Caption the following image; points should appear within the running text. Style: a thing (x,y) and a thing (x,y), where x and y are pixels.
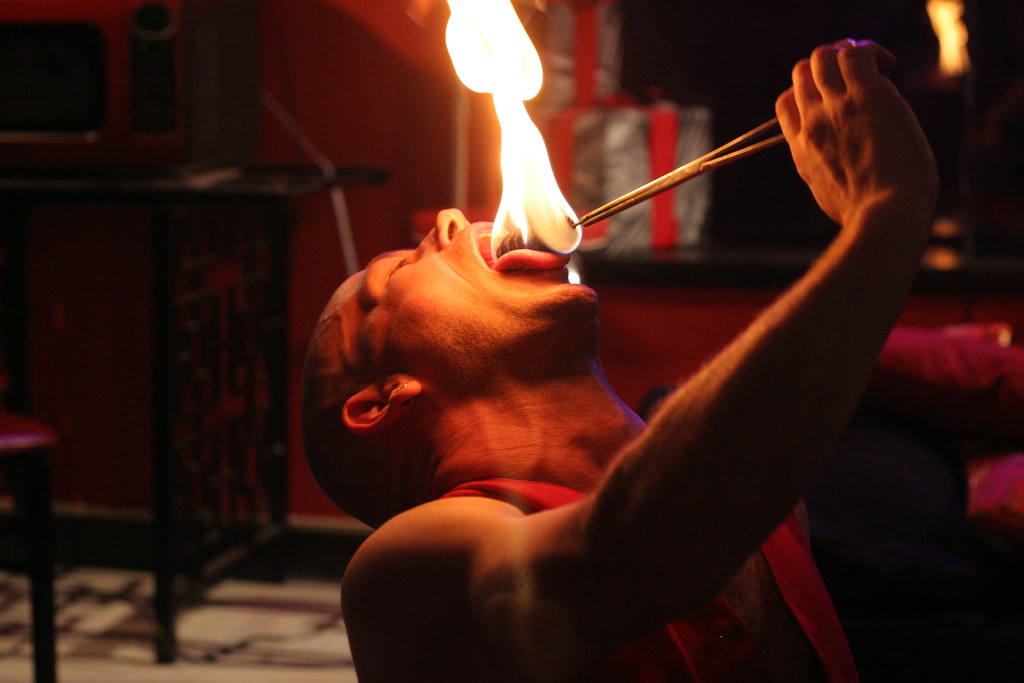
This image consists of a man (771,382). We can see the fire (533,231) on his tongue (504,261). On the left (157,443), we can see the chair (47,577) along with the table (158,336). The background (118,88) is blurred.
